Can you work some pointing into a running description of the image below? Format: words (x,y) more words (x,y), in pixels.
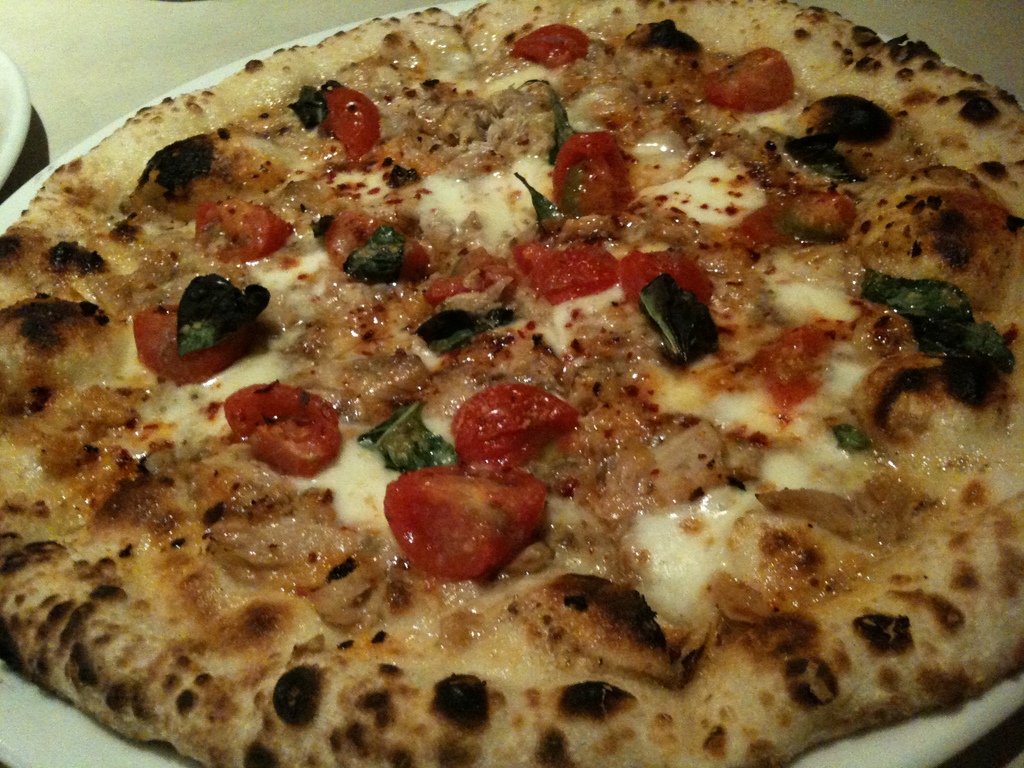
We can see plate (967,738) with food (181,206) and white object (11,119) on the surface (120,70).
